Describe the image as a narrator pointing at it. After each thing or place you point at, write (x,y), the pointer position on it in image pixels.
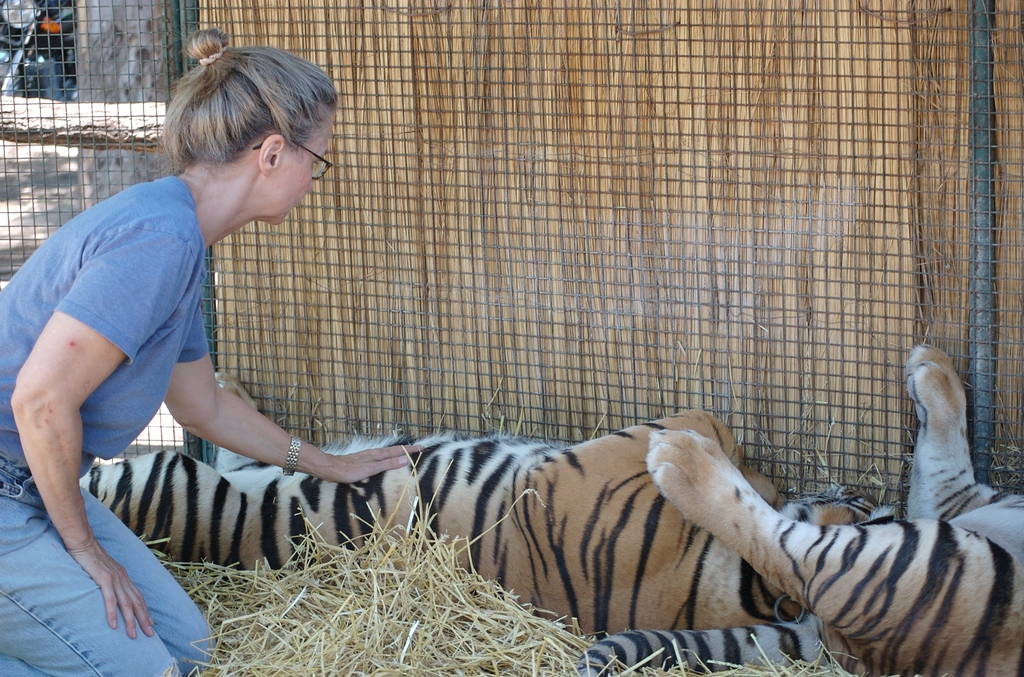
In this image, we can see a lady (16,639). There are a few animals (655,552). We can see some dried grass (406,588) and the fence (580,213). We can see some wood (46,103) and the ground (37,174). We can also see a vehicle (17,16).
